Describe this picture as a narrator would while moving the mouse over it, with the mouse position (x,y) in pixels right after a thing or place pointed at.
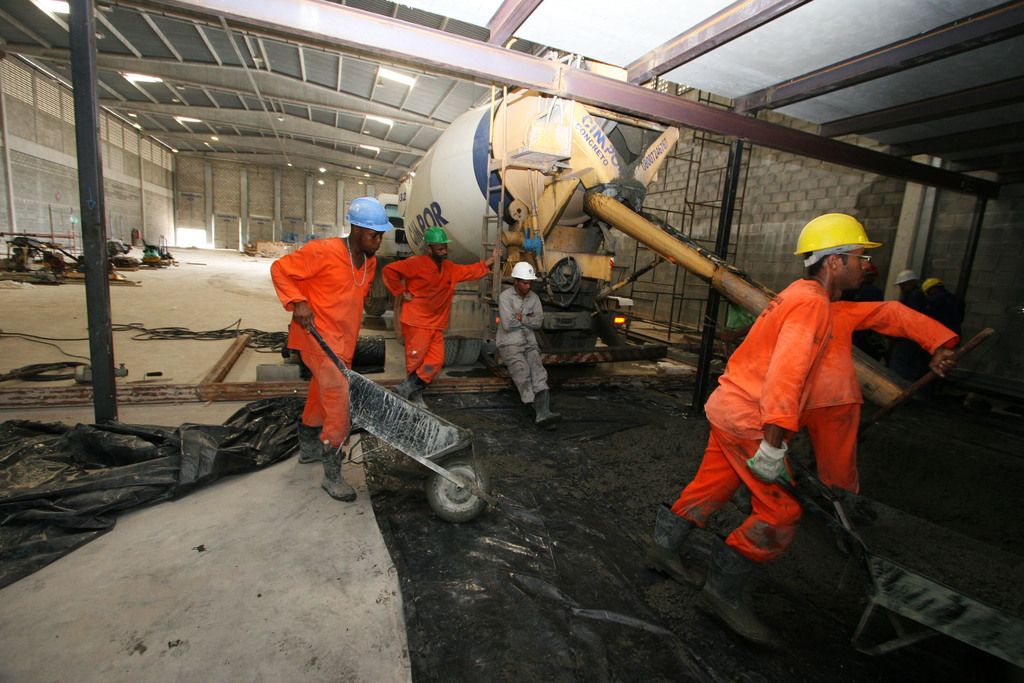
In the picture I can see people (528,396) among them some are holding objects (868,539). These people (661,507) are wearing helmets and orange color clothes (433,361). In the background (527,200) I can see a vehicle (472,256), lights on the ceiling (251,148), walls (294,221) and some other objects (287,381).
